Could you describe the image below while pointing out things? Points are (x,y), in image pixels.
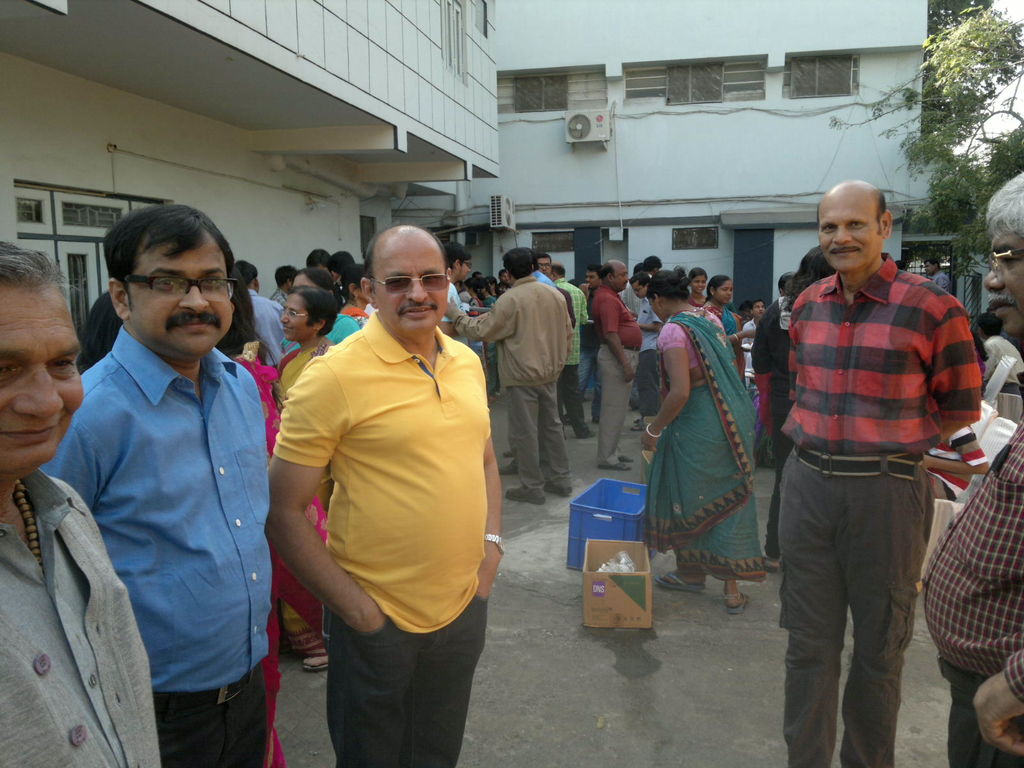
In this image there are group of people (372,349) standing on the floor (522,640). On the right side (958,144) top there is a tree (956,105). In the background (581,99) there are buildings (570,105). At the bottom (601,600) there is a cardboard box (594,624) on the floor (552,666). Beside it there is a tray (608,499). In the middle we can see there is an air conditioner (595,130) attached to the wall (550,171).
